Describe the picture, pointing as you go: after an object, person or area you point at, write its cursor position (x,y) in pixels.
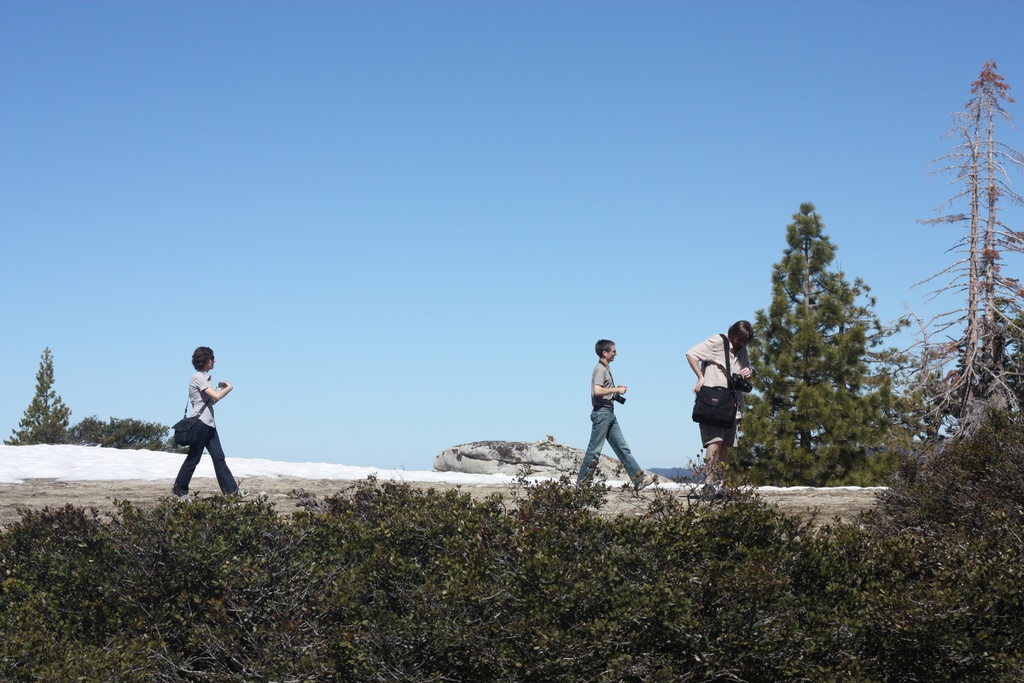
In this picture I can observe three members (593,436) walking on the land (12,461). In the bottom of the picture (280,570) I can observe some plants (280,570). In the background (108,438) there are trees (771,362) and sky (368,191).
